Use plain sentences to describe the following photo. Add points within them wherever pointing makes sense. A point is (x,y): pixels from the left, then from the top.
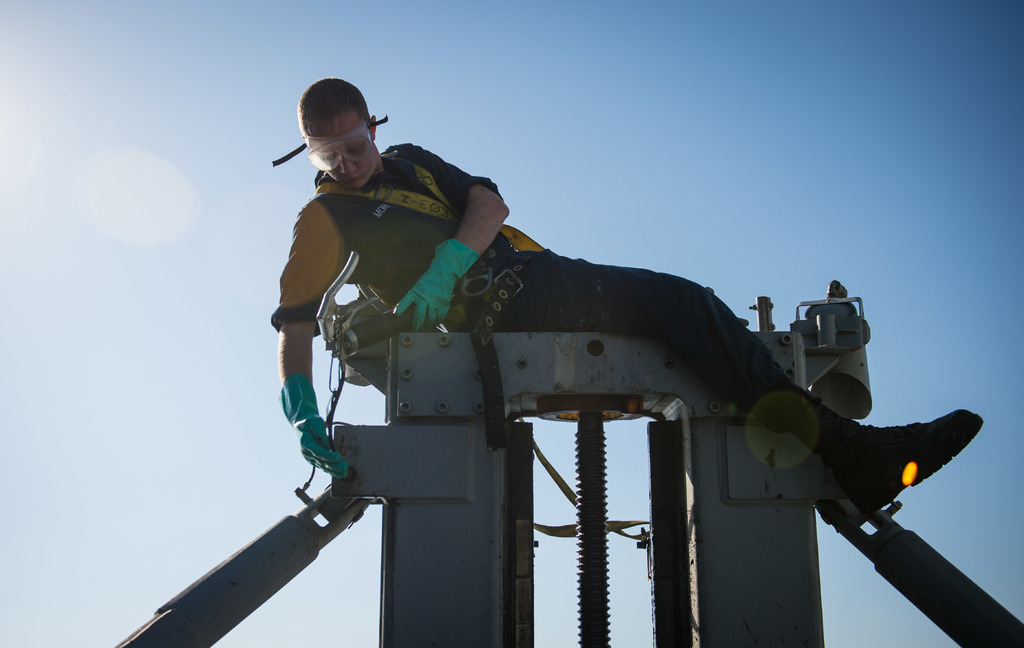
In this image there is a worker (404,302) on top of an iron equipment (584,420). In the background of the image (747,151) there is sky (780,160).
